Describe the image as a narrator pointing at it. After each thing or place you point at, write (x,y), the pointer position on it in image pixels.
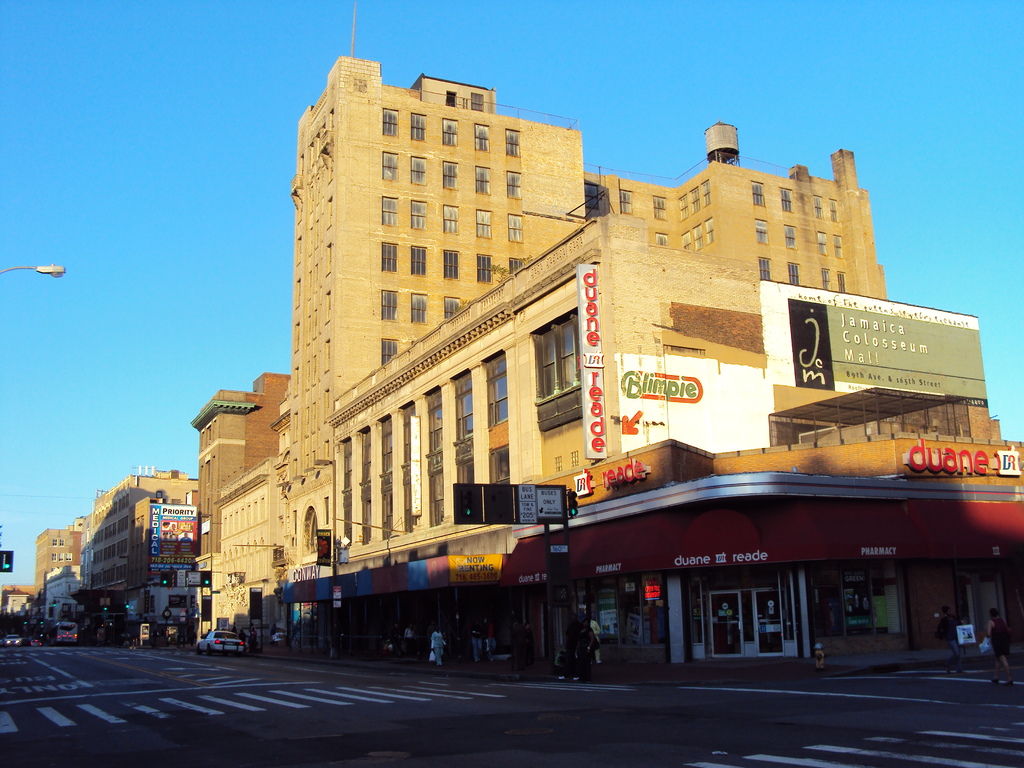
In this image I can see the road (139,708), few vehicles (65,638) on the road (83,647), the sidewalk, few persons (243,637) on the sidewalk (372,650), few poles (557,549), few traffic signals (165,586), few boards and few buildings (429,332). In the background (104,170) I can see the sky (678,89).
